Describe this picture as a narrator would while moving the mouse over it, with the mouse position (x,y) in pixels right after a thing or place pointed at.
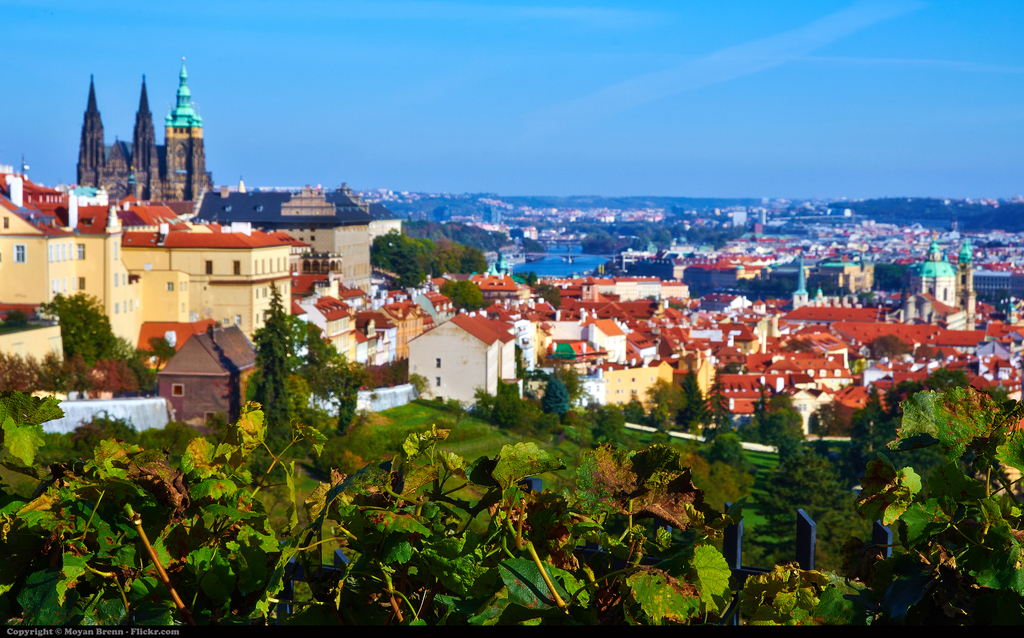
There are plants (921,510) having green color leaves (661,530). On the bottom left (94,633), there is a watermark (20,633). In the background (157,354), there are buildings (991,338), trees (852,452) and grass (401,420) on the ground (484,422) and there are clouds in the blue sky (232,21).
